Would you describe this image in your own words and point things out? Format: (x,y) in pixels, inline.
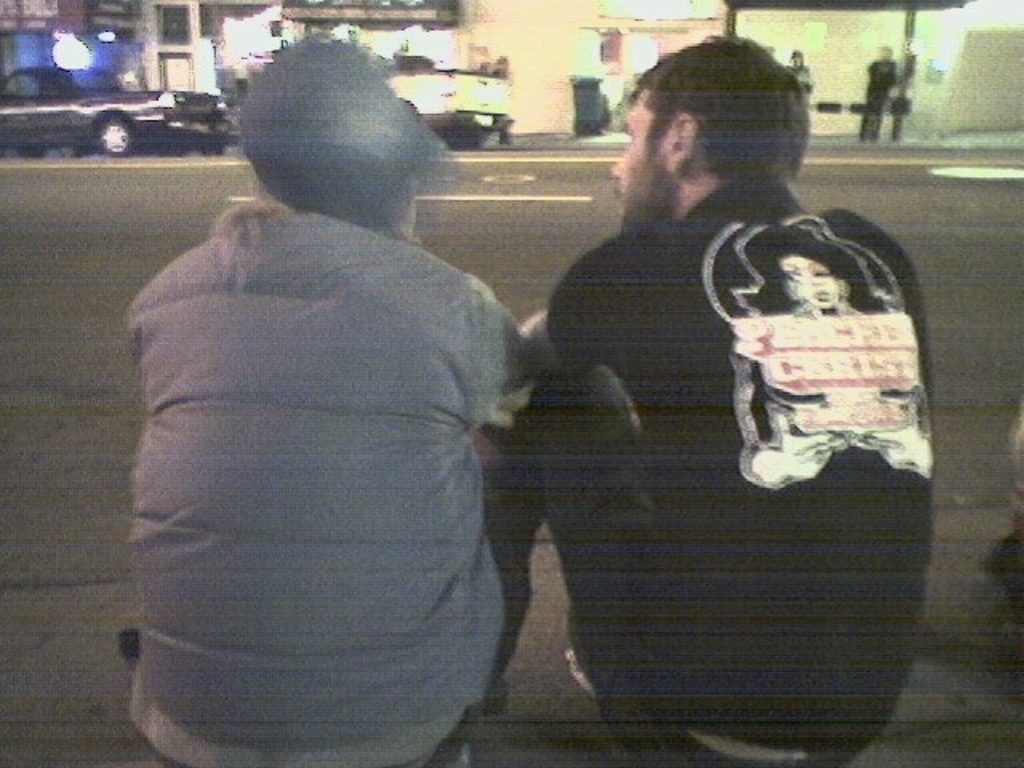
In this image I can see two people (461,385) with different color dresses (444,410). To the side of these people (355,287) I can see the road (553,263). On the road (553,263) there are vehicles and I can see two people (863,128) to the side. In the back (541,86) there's a wall (557,68).
